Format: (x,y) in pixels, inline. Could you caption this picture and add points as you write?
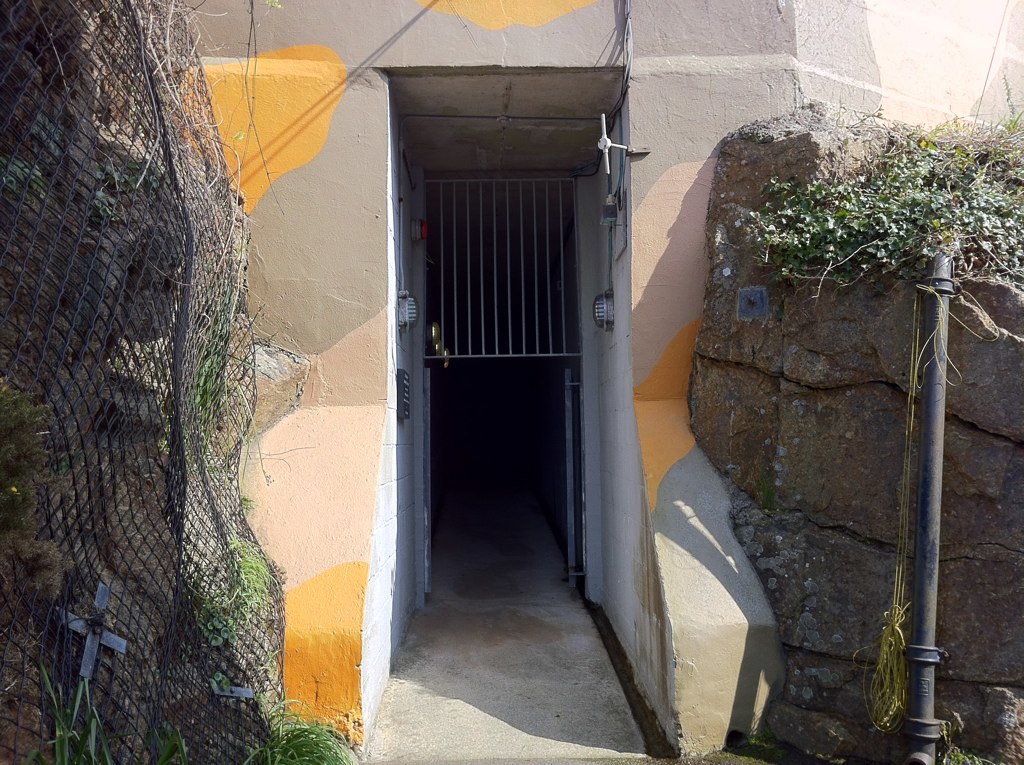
In this image I can see a building (342,212) in cream, gray and yellow color. In front (880,198) I can see plants (946,198) in green color, background (478,212) I can see the railing (523,283).
